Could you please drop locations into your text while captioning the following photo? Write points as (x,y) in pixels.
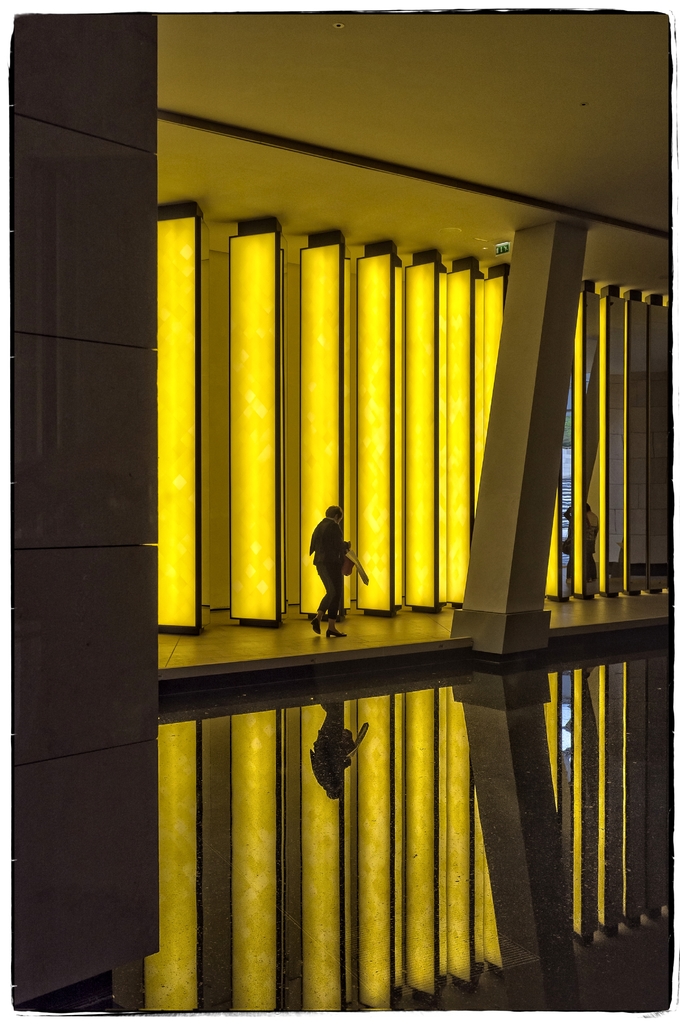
In this image we can see a person (330,604) standing under a roof (351,50). In the background (457,433), we can see light poles (256,442).
